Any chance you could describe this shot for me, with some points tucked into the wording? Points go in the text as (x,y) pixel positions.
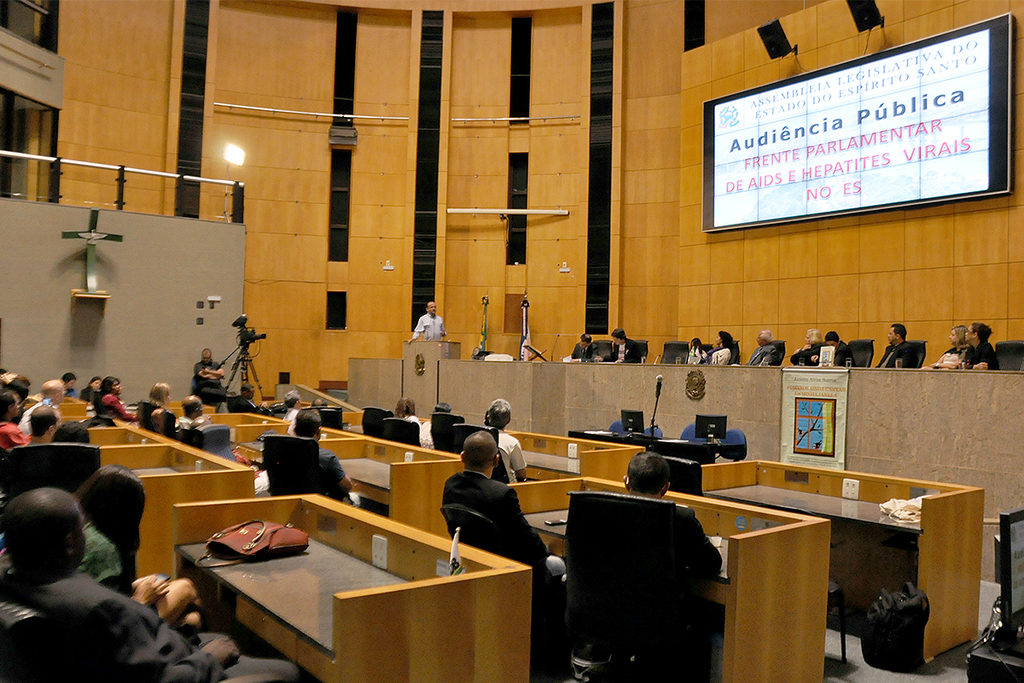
This picture is clicked inside. There is a Hall (465,150) which includes group of people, many number of tables (822,548) and chairs (583,552). On the top right (772,27) there are two speakers (855,16) and a Projector screen (850,114) that are wall mounted. On the bottom right (1014,551) there is a Monitor (1009,580) placed on the top of the table (999,661) and there is a bag (901,626) which is placed on the ground (927,669). On the right (720,419) there is a microphone (660,388) and two Monitors (641,425) attached to the table (695,444). In the center (436,325) there is a Man (420,321) standing behind the Podium (426,358). In the foreground (22,427) we can see group of people (109,406) sitting on the chair (585,609). On the left (256,531) there is a bag (270,528) placed on the top of the table (330,572) and there is a Camera (239,335) which is attached to the stand (249,364). In the background (263,57) there is a wall (255,133) and a focusing light (242,161).
